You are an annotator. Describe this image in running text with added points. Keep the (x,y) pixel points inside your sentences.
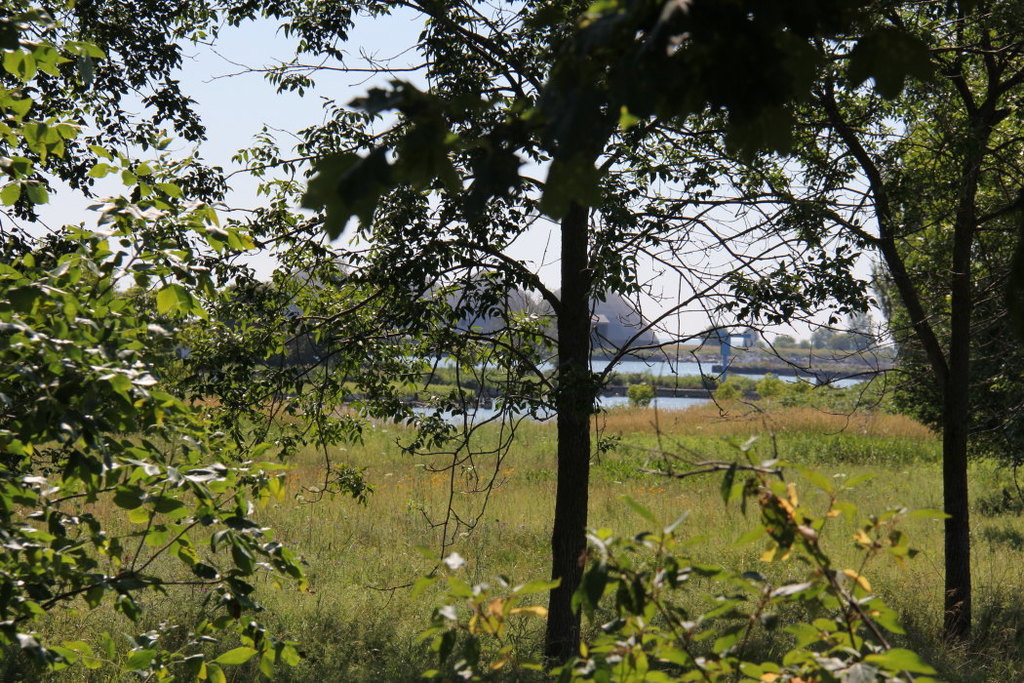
There are trees (655,123). On the ground (440,557) there are grasses (761,543). In the back (617,369) there is water (552,367) and sky (313,151).
